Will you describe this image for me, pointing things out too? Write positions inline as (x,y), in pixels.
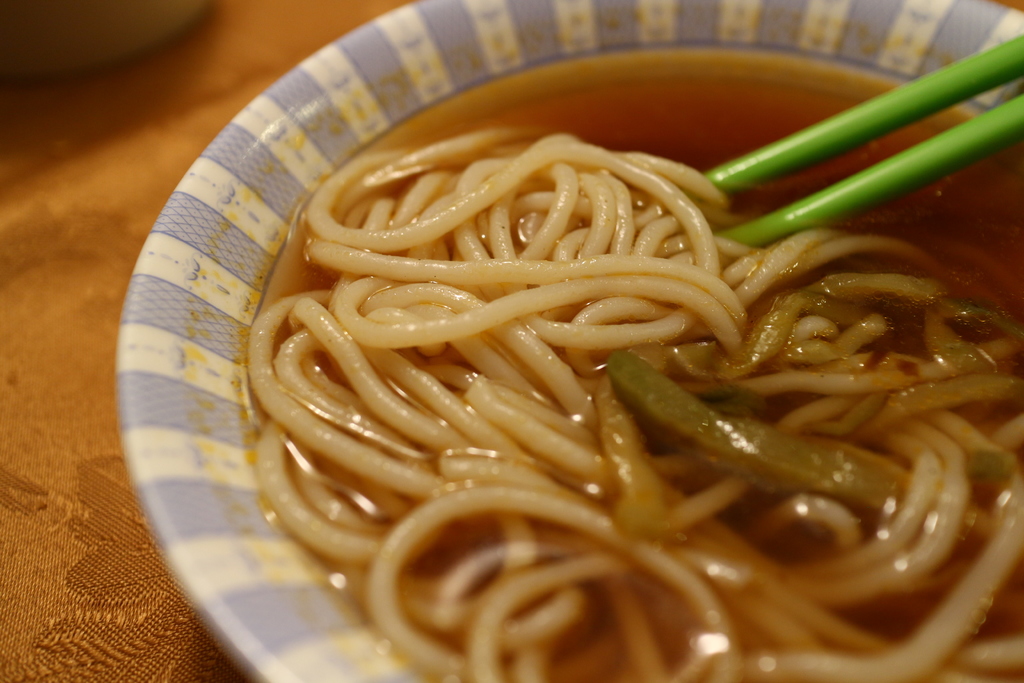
In this picture there were noodles (492,342) placed in the bowl (151,460) and some chopsticks (801,159) here. The bowl (221,279) is on the table (52,297).
